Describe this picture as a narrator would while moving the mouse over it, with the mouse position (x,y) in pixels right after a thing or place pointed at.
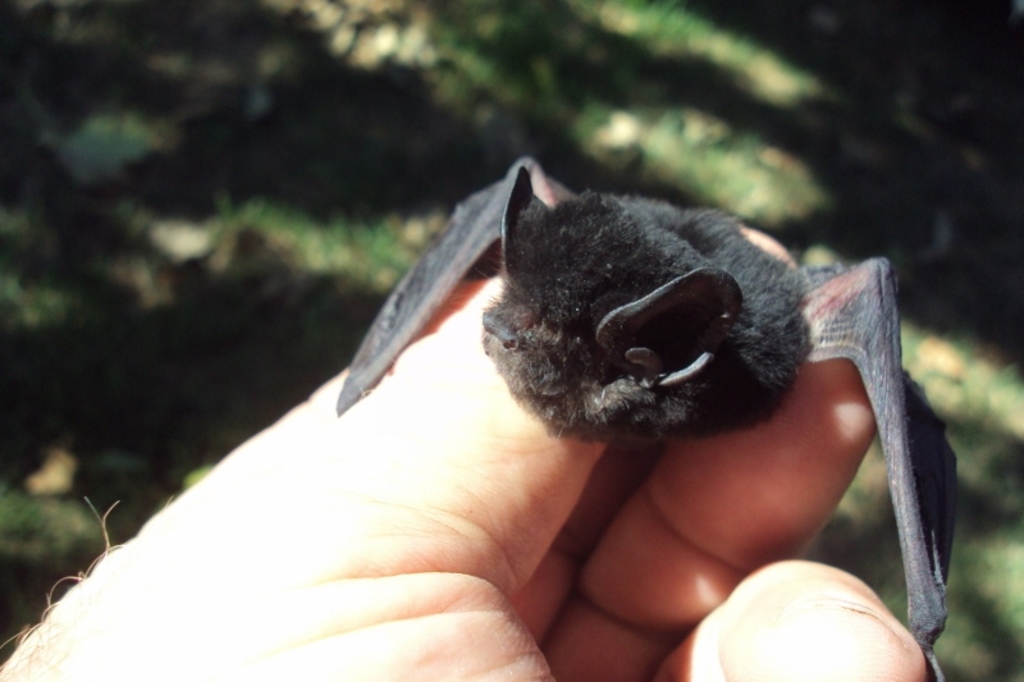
In this image, we can see a hand (409,559) holding a bat (633,316). In the background (233,278), image is blurred.
